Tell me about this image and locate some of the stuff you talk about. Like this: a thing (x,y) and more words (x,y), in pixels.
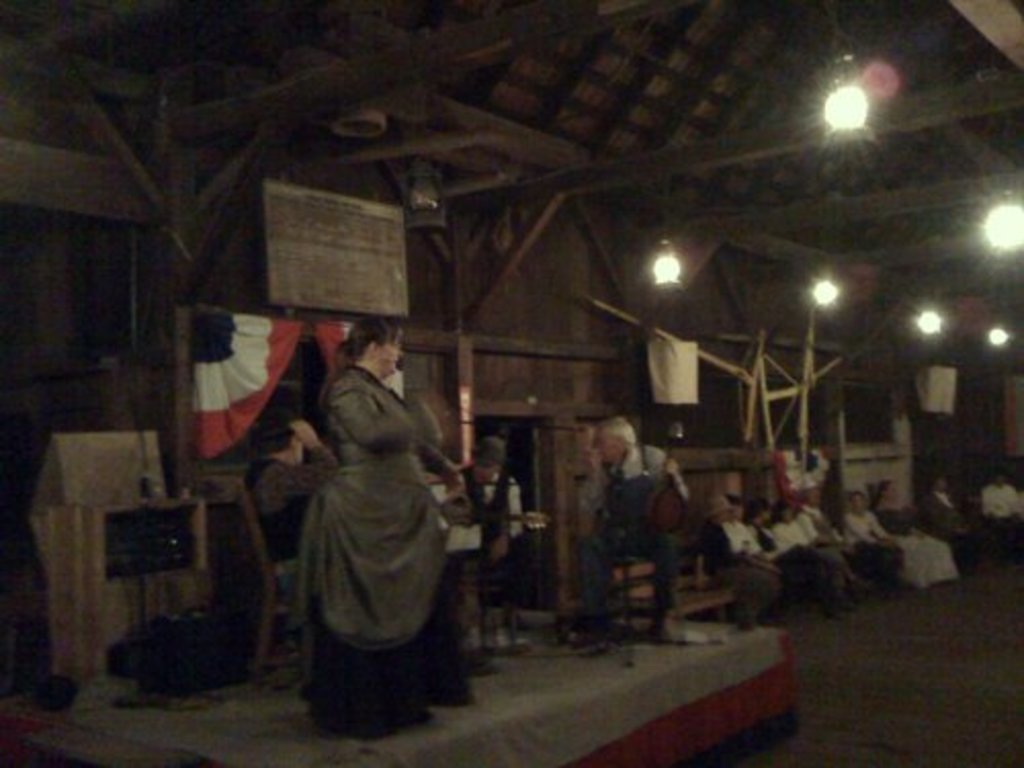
In this image we can see a few people (314,502), some of them are playing musical instruments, there is a board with text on it, there are wooden poles (553,198), also we can see some clothes (252,411), and there are some other objects (169,523) on the stage (81,685).
